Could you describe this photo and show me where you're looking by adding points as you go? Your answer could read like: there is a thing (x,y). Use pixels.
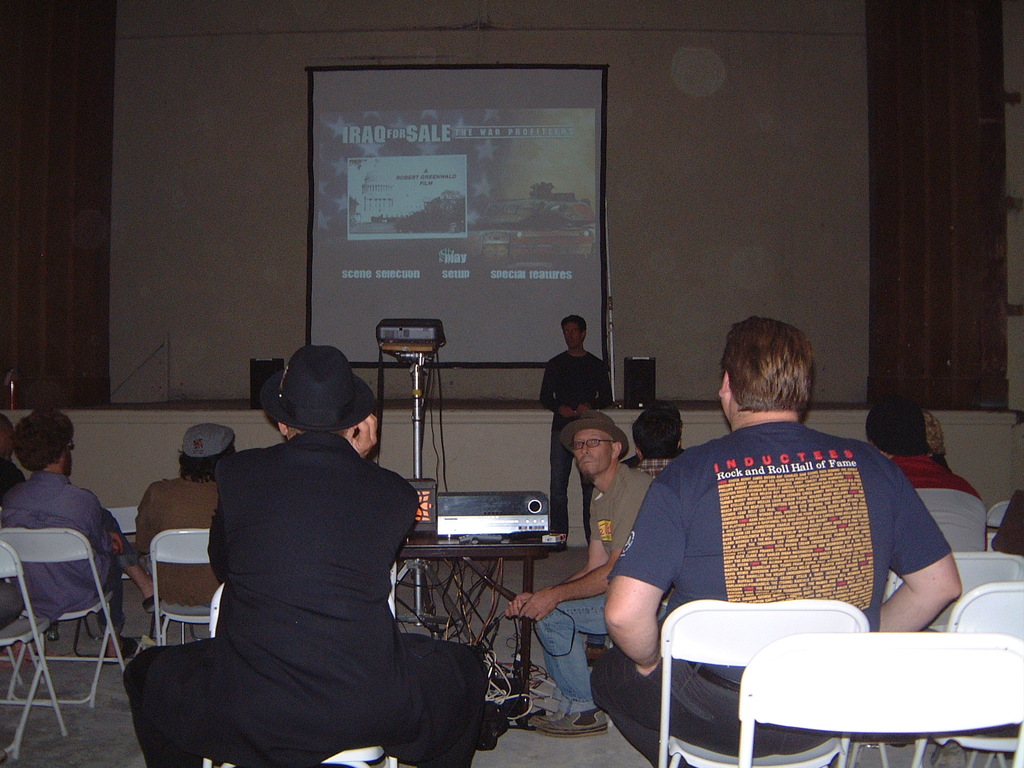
This picture shows few people (239,676) seated on the chairs (760,663) and we see a man (576,329) standing we see a projector screen (442,81) and a projector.
